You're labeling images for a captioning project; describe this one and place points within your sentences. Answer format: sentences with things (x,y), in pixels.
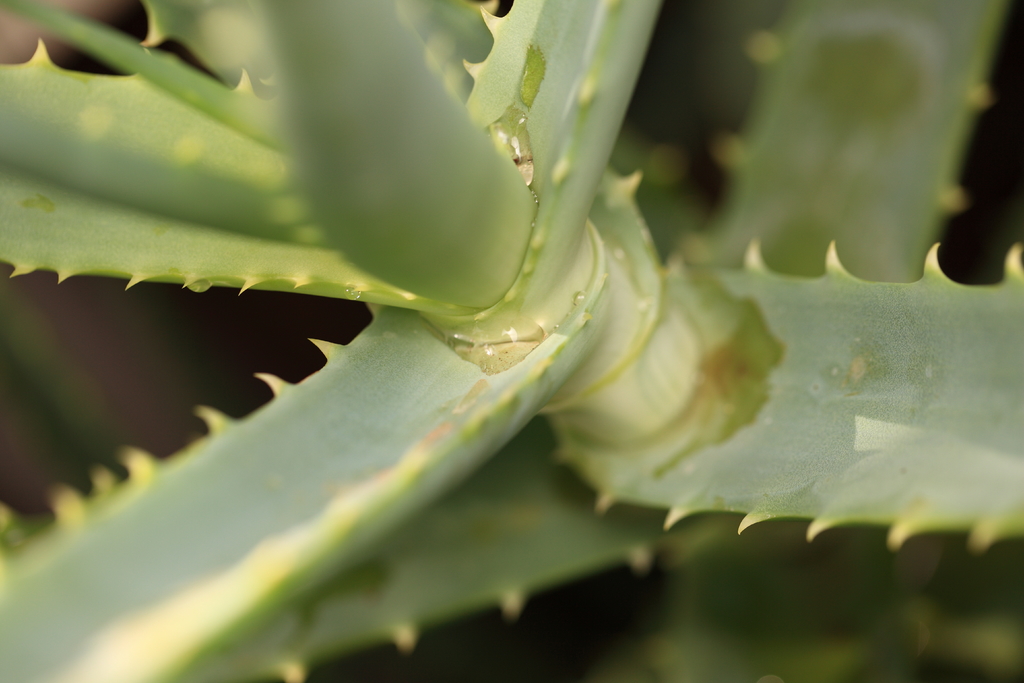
In this image I can see the plant (452,422) in green color.
